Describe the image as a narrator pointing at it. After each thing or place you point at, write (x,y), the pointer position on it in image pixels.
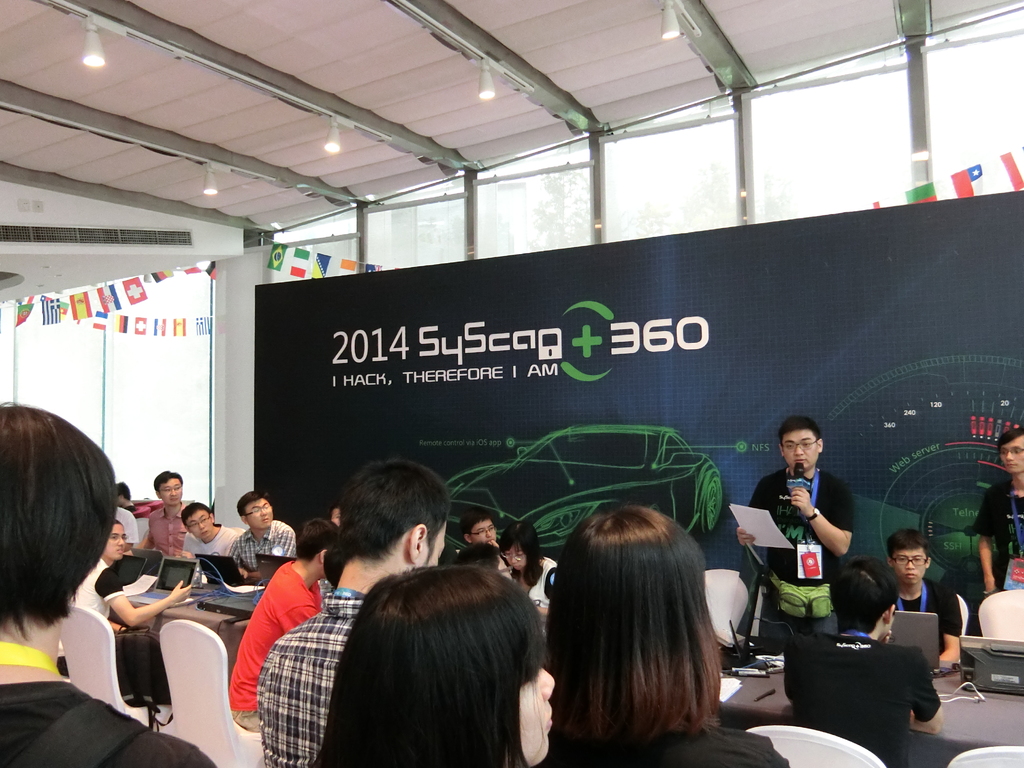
There are group of people (277,605) sitting on the chairs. Here is the man (809,495) standing, holding mike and talking. This is a table (945,689) with laptops (219,559) and few electronic gadgets (980,664) on it. This is a banner (462,406) with a design (566,471) on it. These are the flags (26,308) hanging at the top (276,253). These are the lights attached to the rooftop (485,105). This looks like a glass windows (684,190).
